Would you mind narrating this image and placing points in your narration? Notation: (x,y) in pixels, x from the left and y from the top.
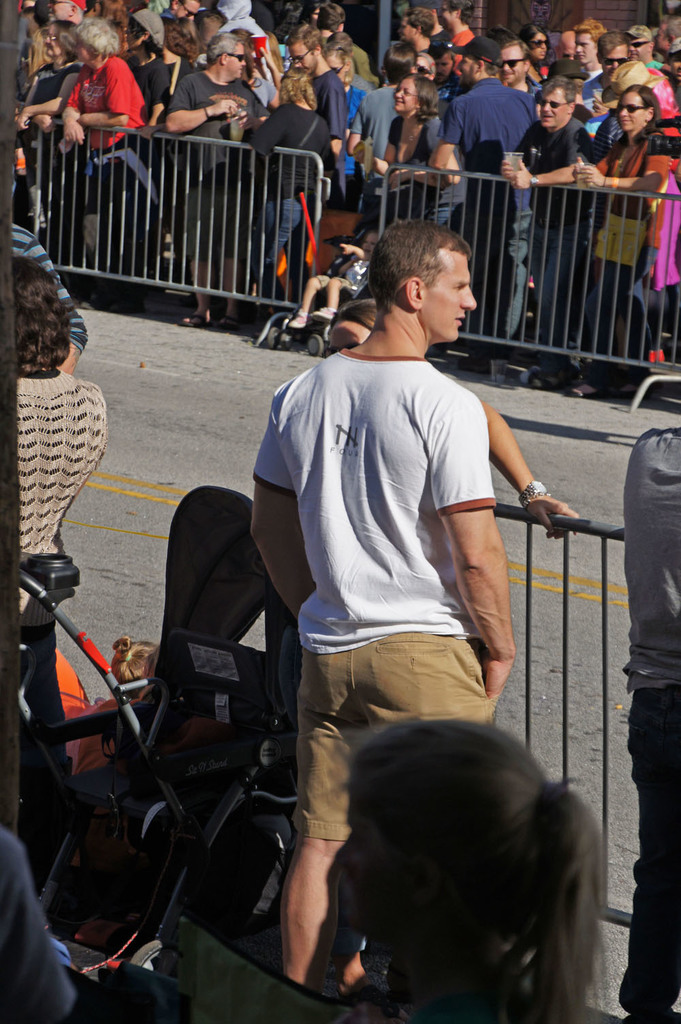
In this image, we can see a man (309,605) standing and there is a black color baby trolley (101,772), there is a road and there is a fence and there are some people (203,186) standing.
